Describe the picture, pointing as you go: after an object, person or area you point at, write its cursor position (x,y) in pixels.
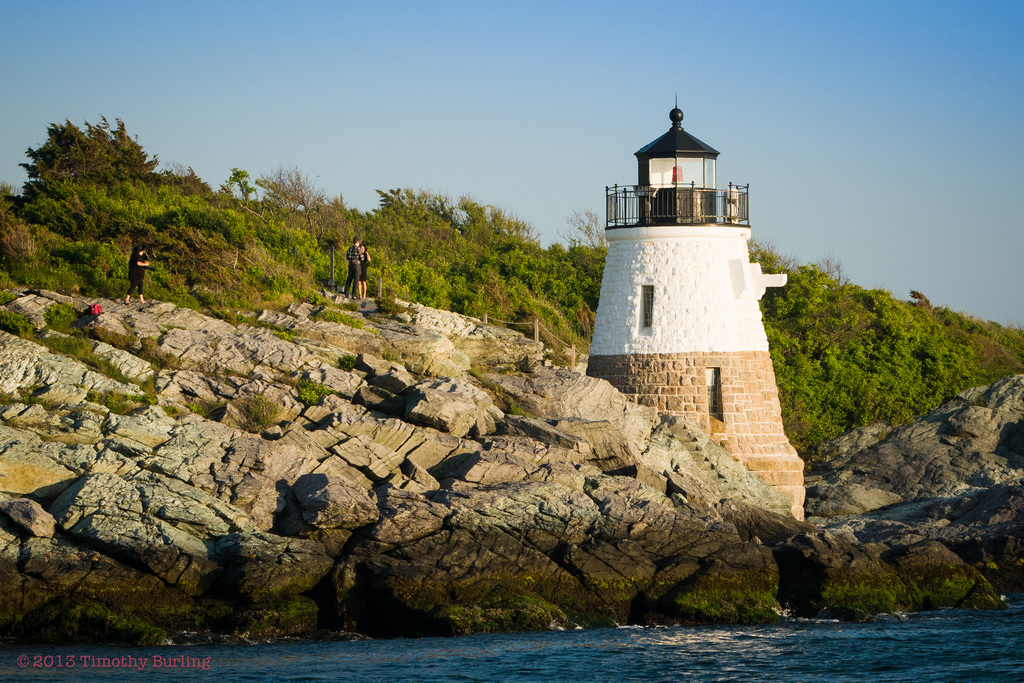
In the image there is a water surface (635,644) in the foreground (635,644), behind that there are huge rocks (453,334) and on the right side (751,299) there is a lighthouse (762,430), there are few people (352,259) standing on the rocks (190,362), in the background (831,392) there are trees (796,376).
